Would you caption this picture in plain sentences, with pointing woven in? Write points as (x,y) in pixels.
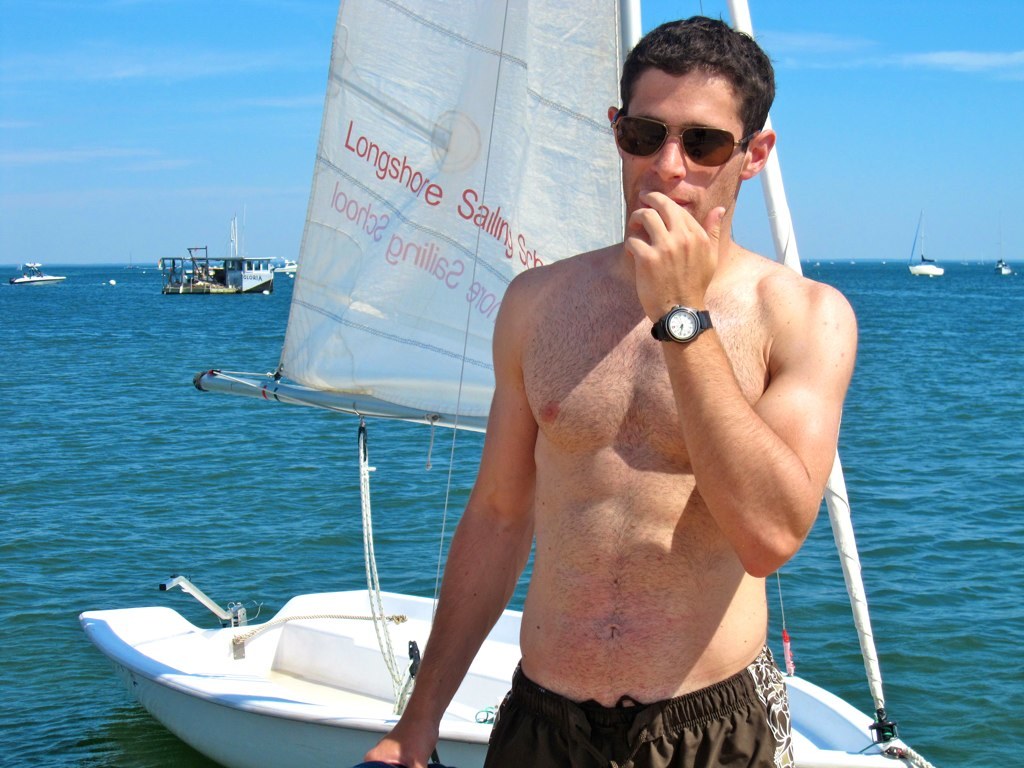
In the picture I can see man (655,454) is standing. The man (648,539) is wearing shades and a watch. In the background (211,419) I can see boats (218,373) on the water (332,419) and the sky (143,188).
